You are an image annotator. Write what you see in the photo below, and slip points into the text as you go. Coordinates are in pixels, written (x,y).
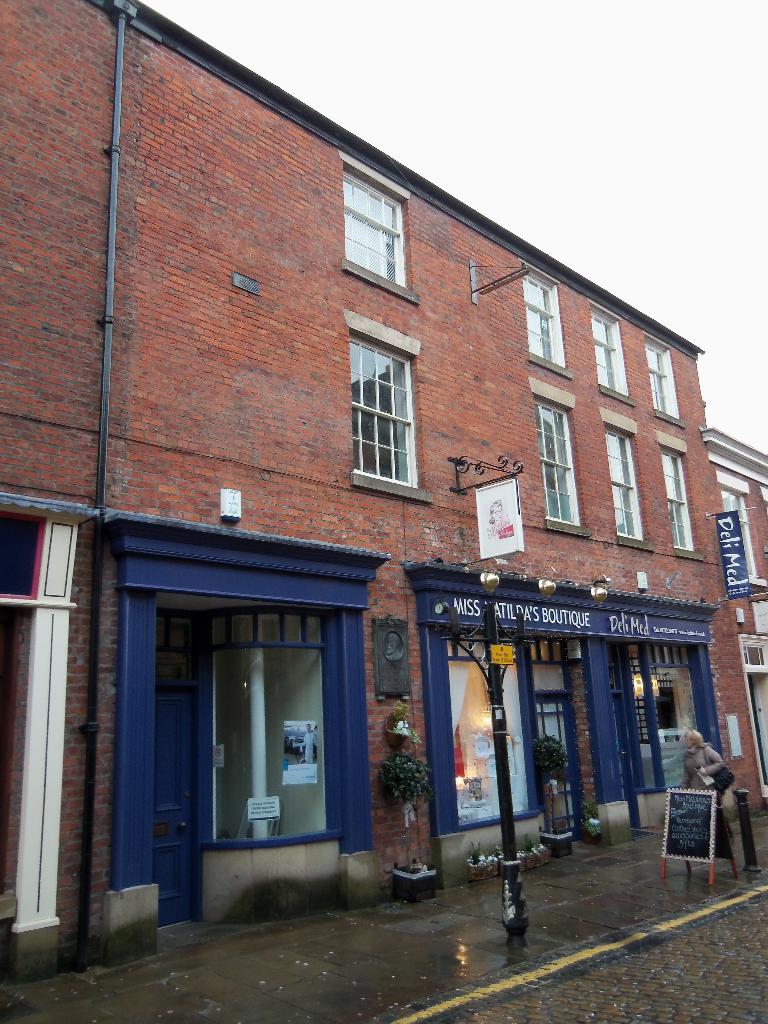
In the image there is a building (529,654) and under the building (340,672) there are some stores (485,792), in the foreground (494,944) there is a path (540,905) and on the path (554,902) there are plants (421,785), street light (510,785) and a board (677,849).
